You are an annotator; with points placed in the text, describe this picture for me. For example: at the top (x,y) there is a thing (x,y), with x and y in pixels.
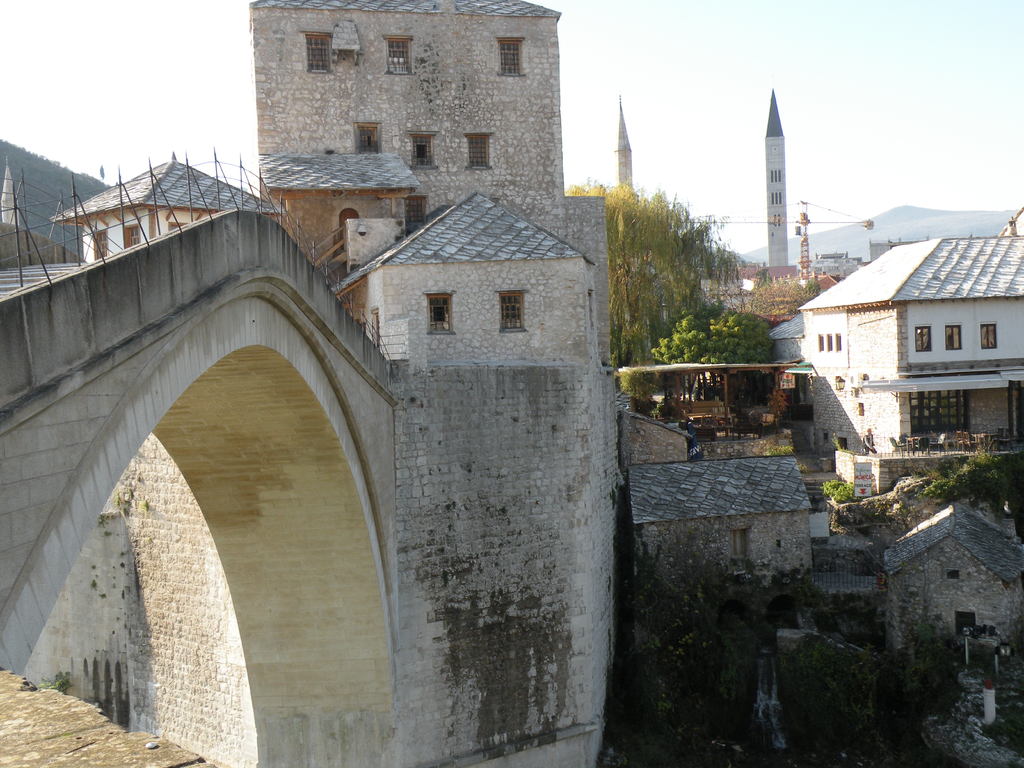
In this picture i can see the church (467,359), buildings (607,482) and monuments (577,390). On the left (77,299) there is a bridge (77,299). In the background (983,216) i can see the mountains (983,216). On the top right (963,112) there is a sky (959,2).
